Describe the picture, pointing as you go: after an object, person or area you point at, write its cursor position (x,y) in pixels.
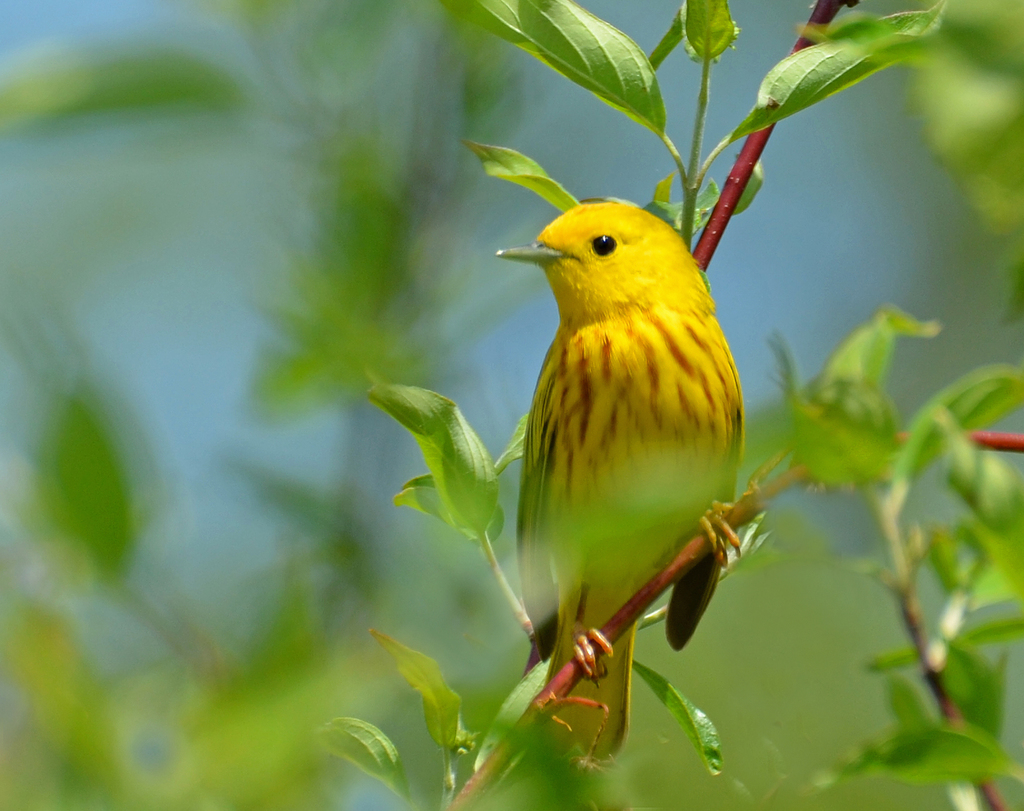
In the center of the image (552,367), we can see a bird (585,329) and in the background (477,99), there are plants (423,398).
